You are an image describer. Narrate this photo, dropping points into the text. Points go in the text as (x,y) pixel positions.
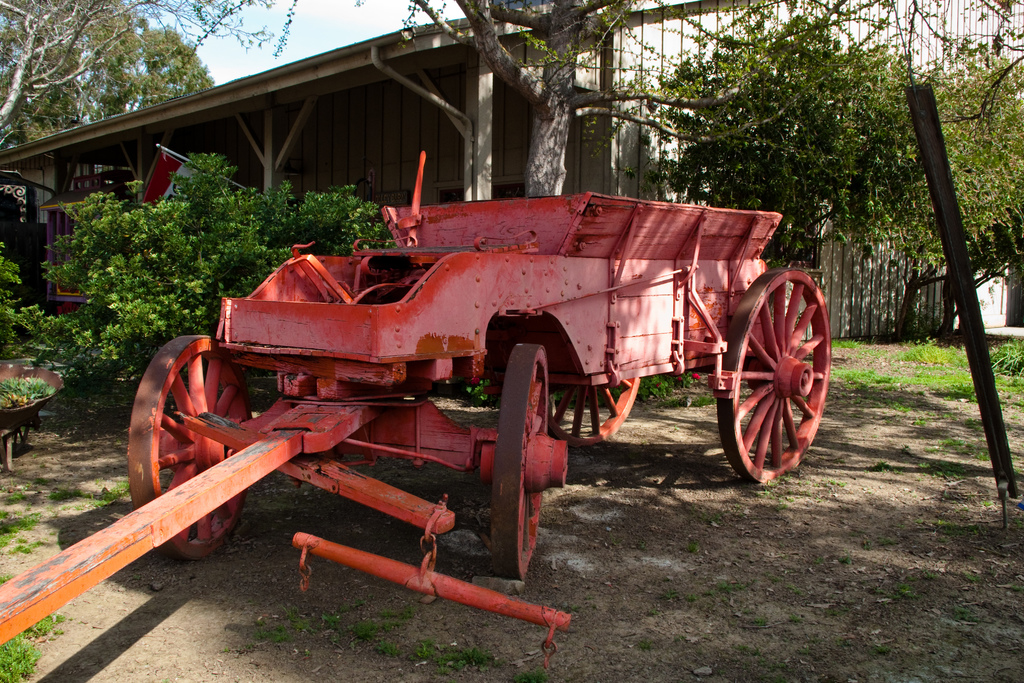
In the picture we can see a cart (138,547) which is red in color on the ground surface (675,641) and beside it, we can see some plants (783,147) and a shed (386,155) with poles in it and in the background (166,81), we can see a tree (167,64) and the sky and behind the cart (268,331) we can see a grass surface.
